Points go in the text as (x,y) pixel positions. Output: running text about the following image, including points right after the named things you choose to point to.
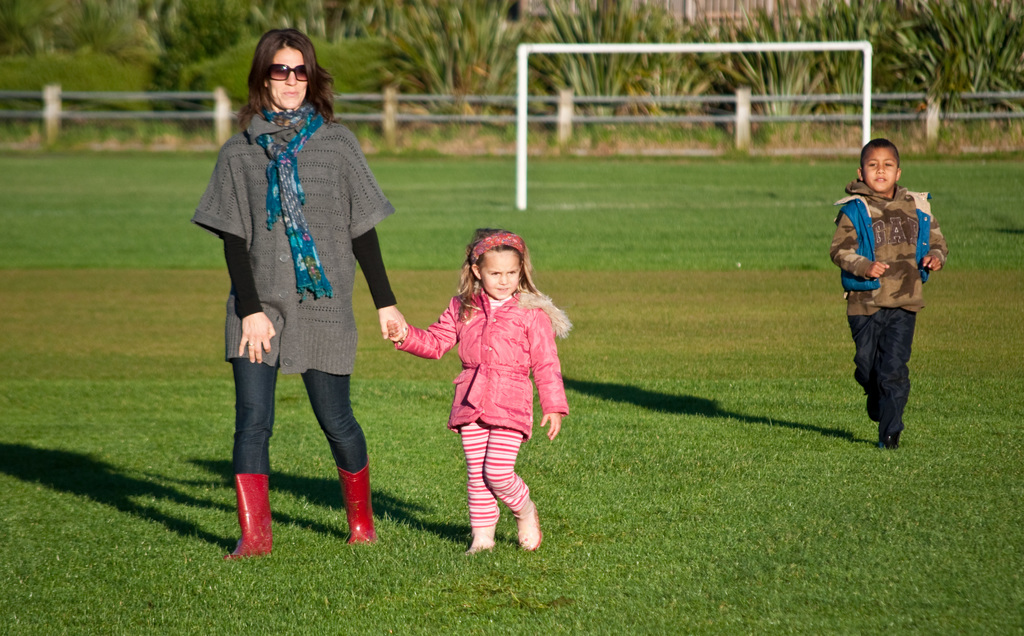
In the foreground of the picture (487,266) we can see a woman (294,360), girl (483,360) and a boy (880,280) and there is grass (451,492) also. In the middle of the picture (609,239) we can see grass (528,174) and an iron frame (522,70). In the background (334,51) there are plants (443,46), railing (410,114), grass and a construction (735,3).
